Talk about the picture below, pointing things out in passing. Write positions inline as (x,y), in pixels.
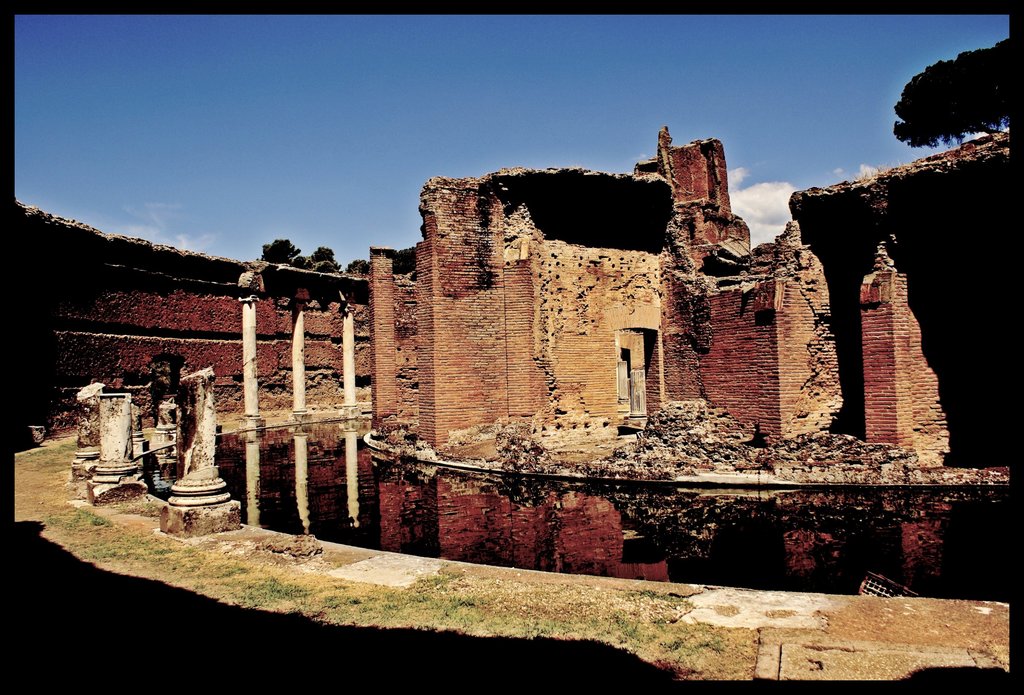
At the bottom of the image (613,598) on the ground (411,617) there is grass (173,540) and also there are pillars (142,490). Behind the ground (243,540) there is water (662,494). Behind the water (998,532) there are broken walls (693,268) and pillars (633,404). And also there is a fencing wall (56,268). Behind the fencing wall (342,286) there are trees (967,108). At the top of the image (148,76) there is sky (681,71).
